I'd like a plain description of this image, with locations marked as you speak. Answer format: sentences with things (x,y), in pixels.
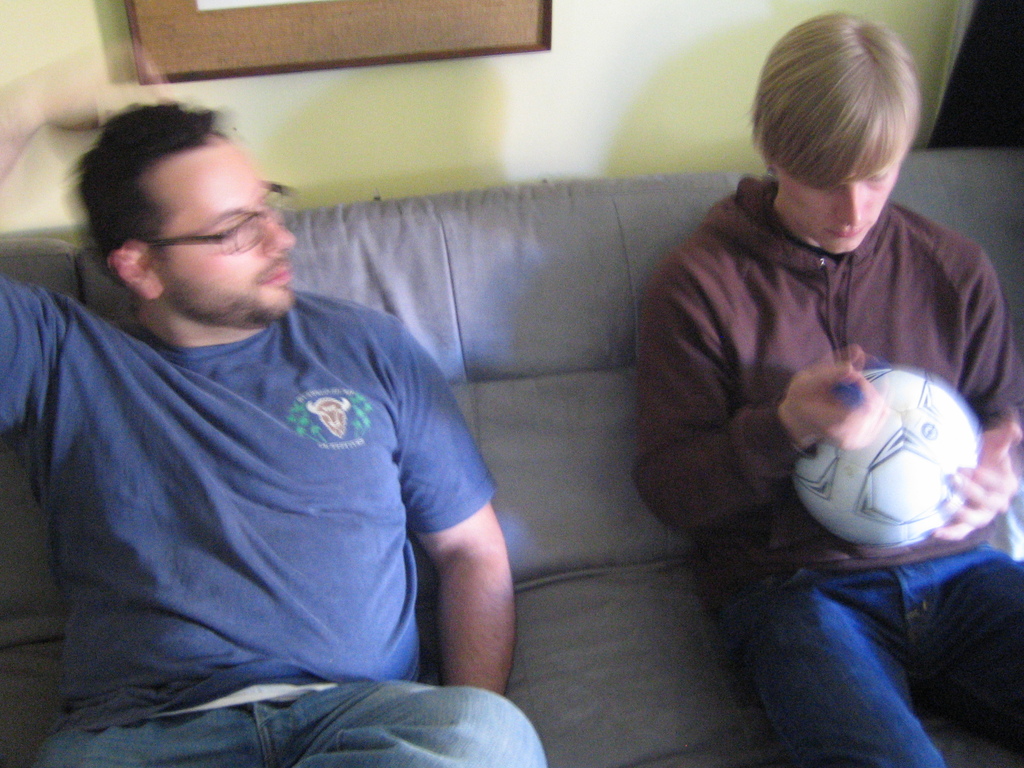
Two people (248,450) are present in a picture, one person (940,553) is at right corner of the picture (921,448) holding a ball (943,438) in his hand (975,482) and in the left corner of the picture (219,610) one person (249,596) is wearing blue t-shirt (253,522) and glasses (243,241), behind them there is a wall (289,73) and some photo (287,41) on it.
